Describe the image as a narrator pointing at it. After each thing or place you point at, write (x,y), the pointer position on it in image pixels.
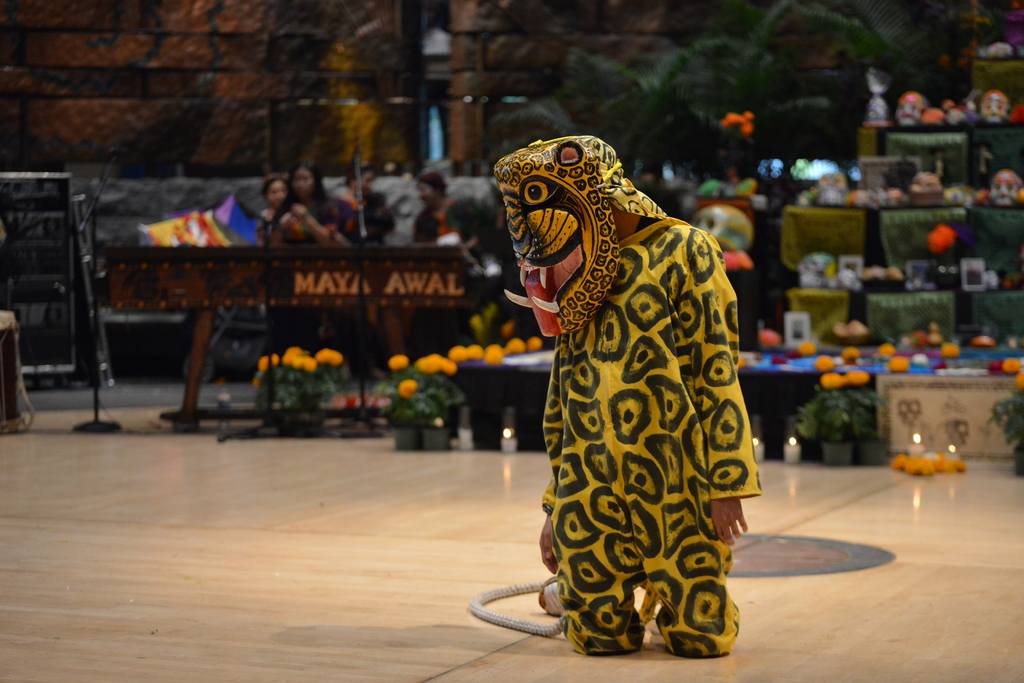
In this image we can see a man (609,631) is wearing yellow color costume (600,475) and behind him flower pots (401,361) and few things (915,219) are arranged. Left side of the image (304,194) people (336,235) are sitting.
